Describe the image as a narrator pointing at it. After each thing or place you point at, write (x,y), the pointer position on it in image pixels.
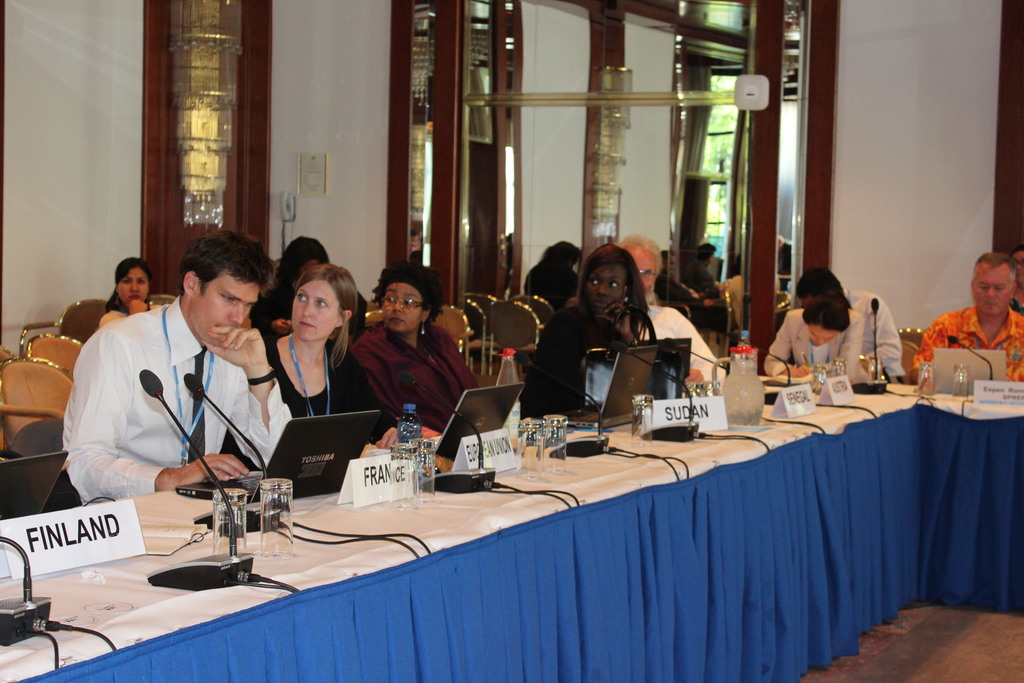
In the image there are few people (317,359) sitting in front of table (209,590) with laptops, mic (568,443), glass (429,484), water bottles (414,425), water jug (743,370) on it and behind them there are few people (131,299) sitting on chairs (88,299), this seems to be clicked in a conference room (821,223), to the background wall (881,252) there is a glass door (670,206) and a chandelier (184,164) on the left side (230,77).
